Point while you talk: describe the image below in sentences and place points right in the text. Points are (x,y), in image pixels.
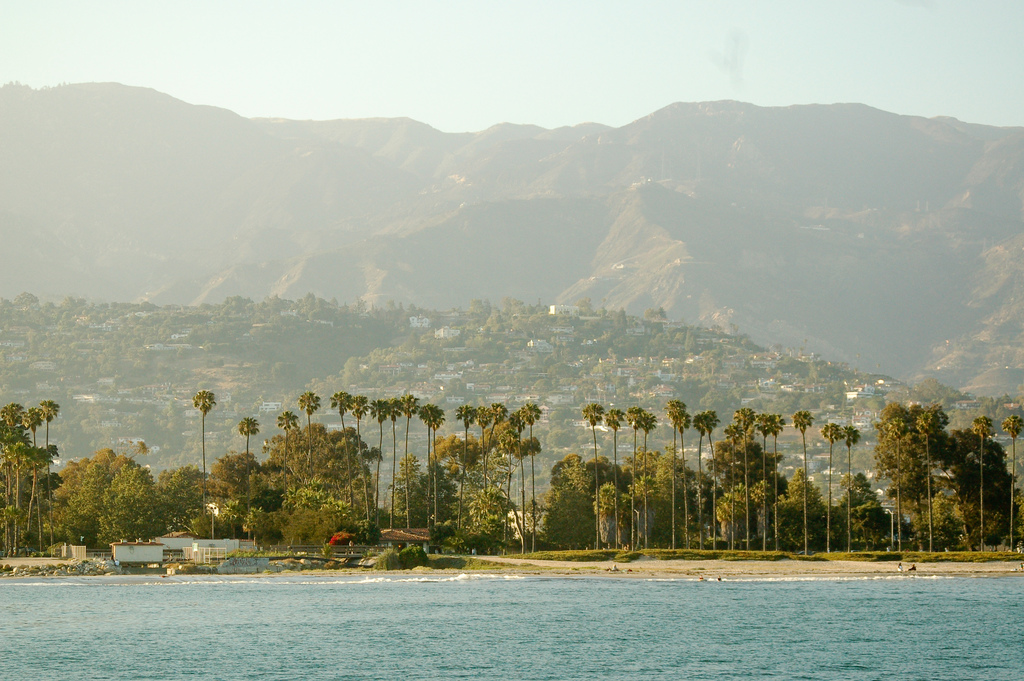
This image is taken outdoors. At the top of the image (286,47) there is the sky (885,57). In the background (363,219) there are a few hills (724,242) and rocks (671,267). At the bottom of the image (142,623) there is a sea (638,634) with water (738,620). In the middle of the image (348,345) there are many trees (238,513) and plants (813,535) on the ground (805,560) and there are many houses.
